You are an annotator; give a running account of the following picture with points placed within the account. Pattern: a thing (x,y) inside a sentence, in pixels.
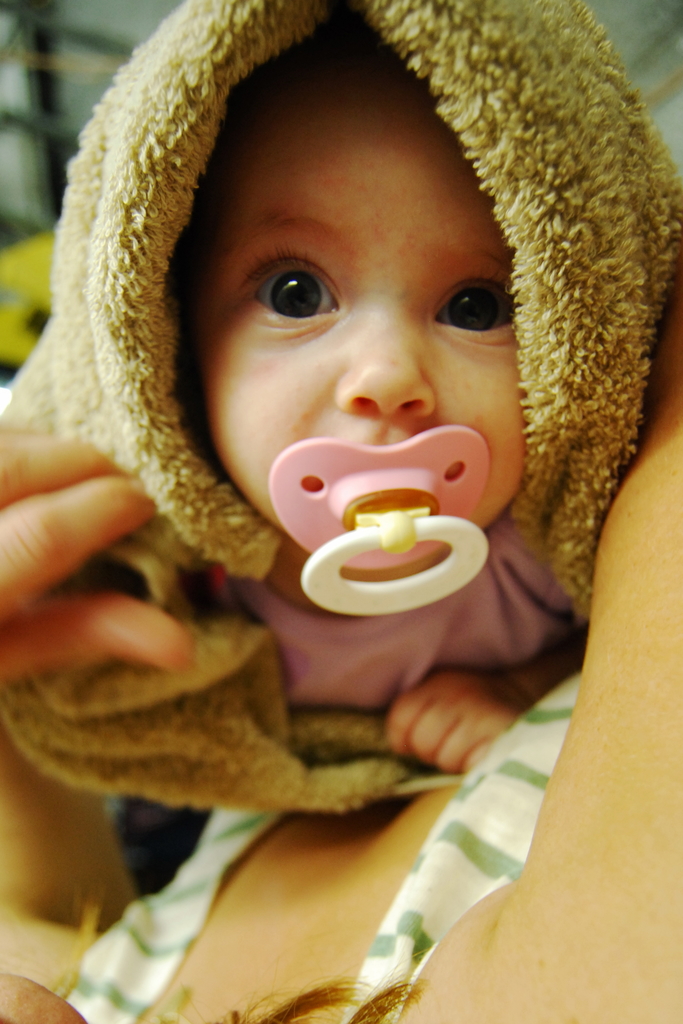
In this picture there is a small baby (315,692) holding the pink color pacifier (402,455) in the mouth (378,485) and looking into the camera. On the top of the baby head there is a brown color cloth (408,38).
